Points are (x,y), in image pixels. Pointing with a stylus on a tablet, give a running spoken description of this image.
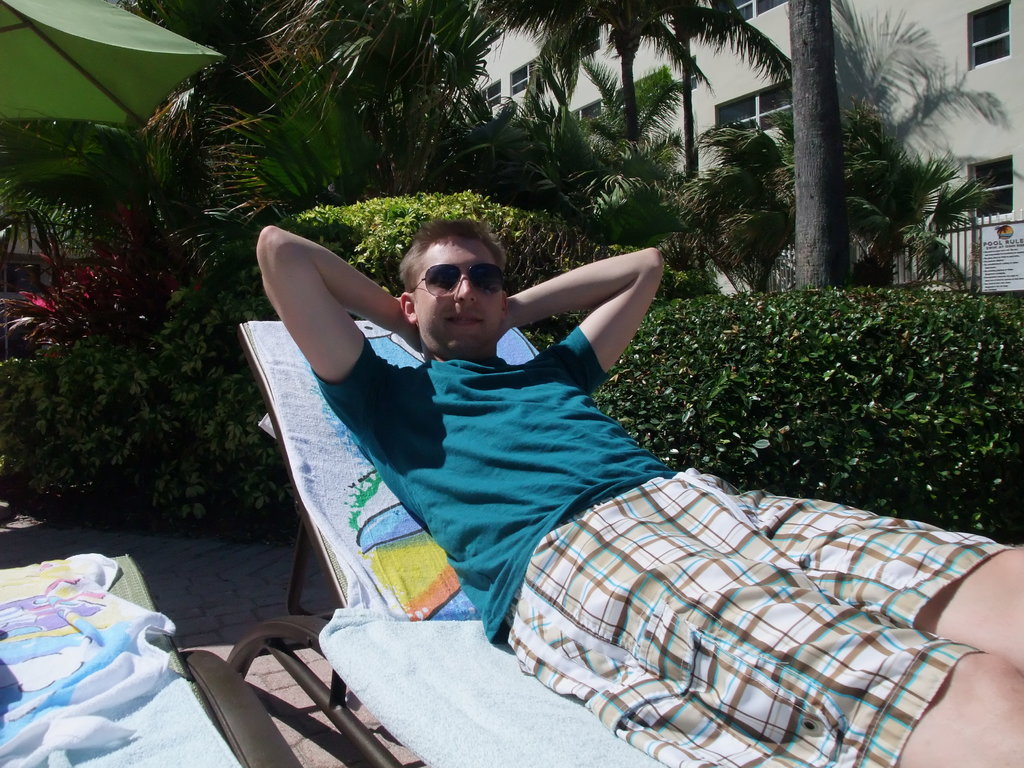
In the center of the image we can see two relaxing chairs (302,641). On the chairs (289,656), we can see towels (120,649). On one of the relaxing chairs (196,694), we can see one person (538,480) lying and he is smiling and he is wearing glasses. In the background (491,107), we can see trees (831,100), plants (570,166), one building (895,66), windows (772,2), one banner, one outdoor umbrella (159,66), fence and a few other objects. On the banner (999,255), we can see some text (1004,275).
